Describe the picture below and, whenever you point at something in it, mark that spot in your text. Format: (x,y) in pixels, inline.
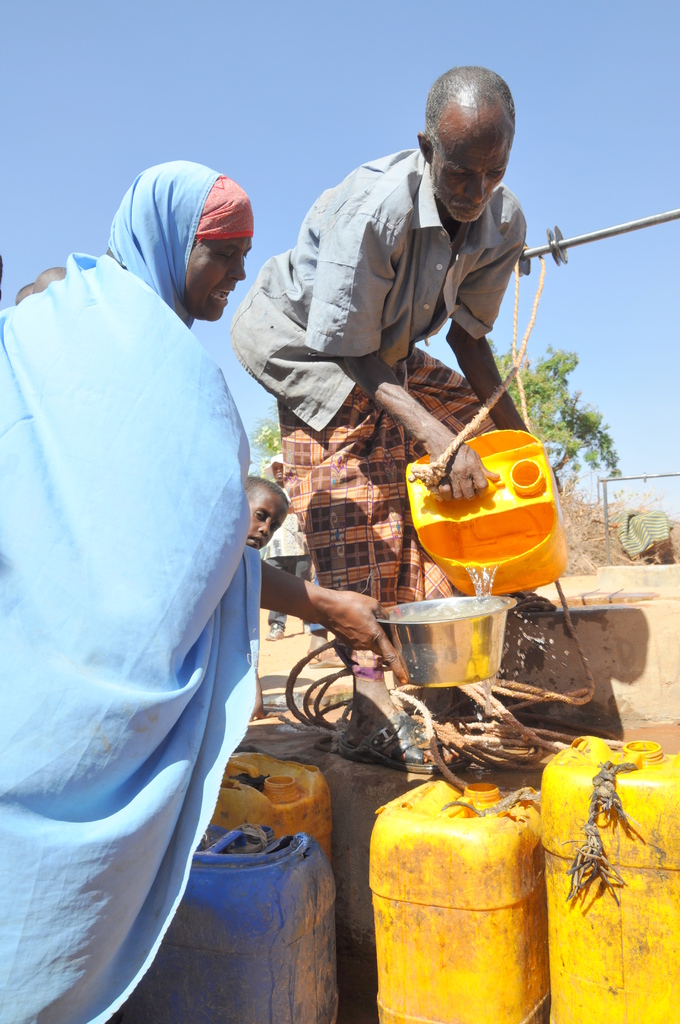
On the right (485,264) there is a man (374,371) who is wearing shirt (287,347) and sarong (325,486). He is holding a bucket (516,451). He is standing near to the well (628,598). On the left (208,565) there is a woman (156,492) who is wearing a blue dress (194,551). She is holding a bowl (434,653). At the bottom (426,896) we can see plastic water bottles (464,920). In the background (589,417) we can see trees (611,440). At the top (566,3) there is a sky (195,69).
